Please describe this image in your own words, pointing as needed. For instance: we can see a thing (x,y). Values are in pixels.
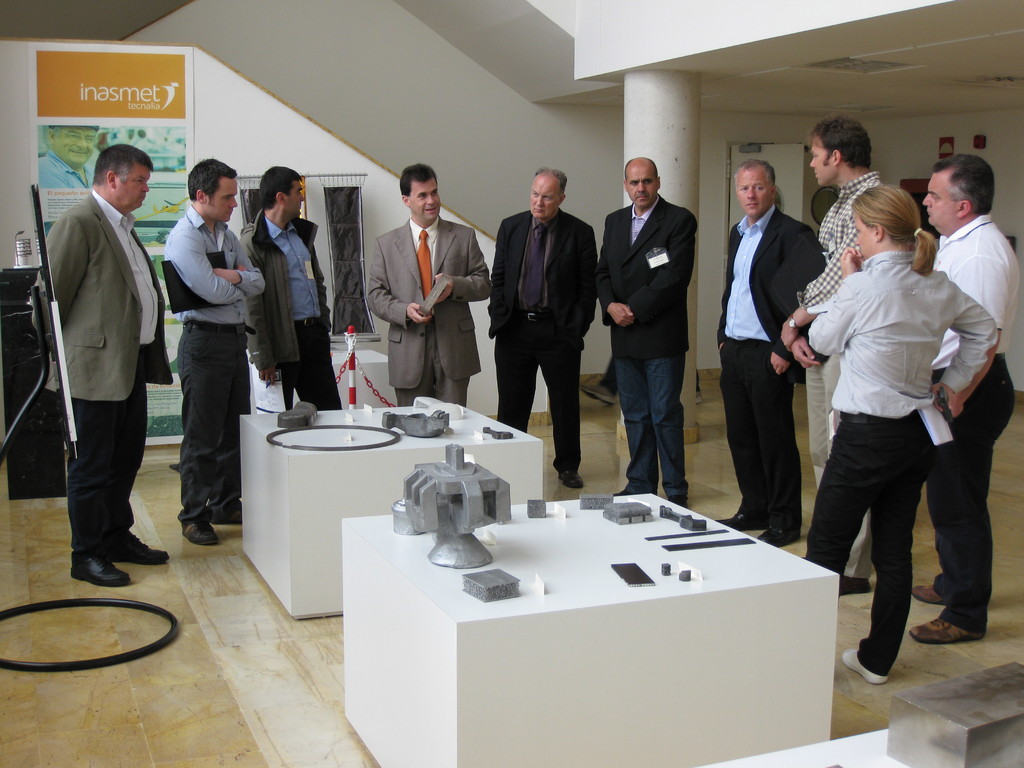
In this image there are group of people (649,263) who are standing and in the center of the image (405,468) there are two tables (375,463) on the tables (489,652) there are some boxes (460,512) are there, and on the top (306,42) there is wall (306,42) and on the right side (688,163) there is one pillar (652,106) and on the left side (39,85) there is one poster (79,73).
